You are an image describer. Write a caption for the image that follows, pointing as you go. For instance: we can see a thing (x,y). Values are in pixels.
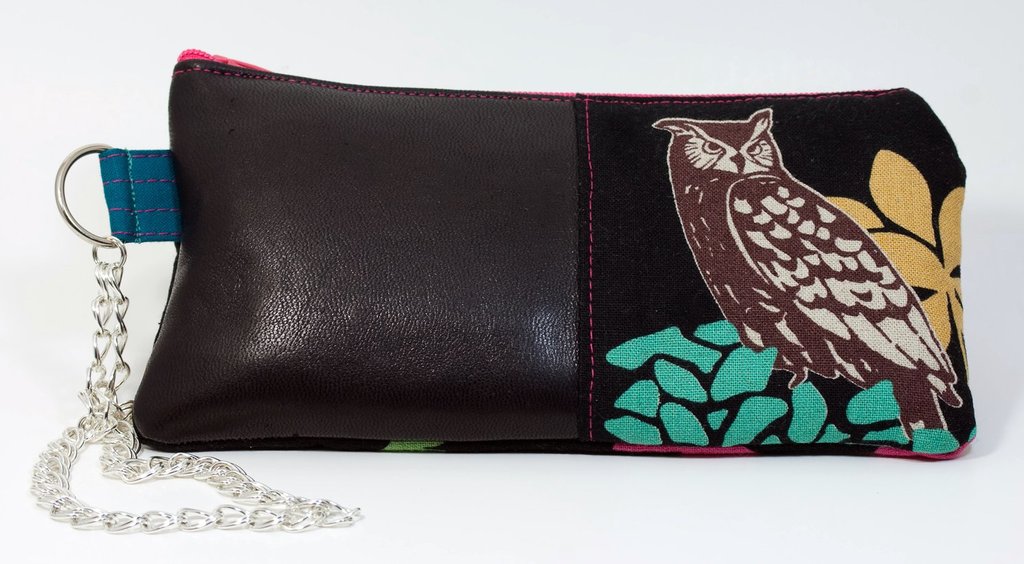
In this picture we can observe a brown color purse (379,178) on which there is an owl (741,159) printed. We can observe a chain (82,441) here, which is in silver color. In the background (215,48) it is completely in white color.
